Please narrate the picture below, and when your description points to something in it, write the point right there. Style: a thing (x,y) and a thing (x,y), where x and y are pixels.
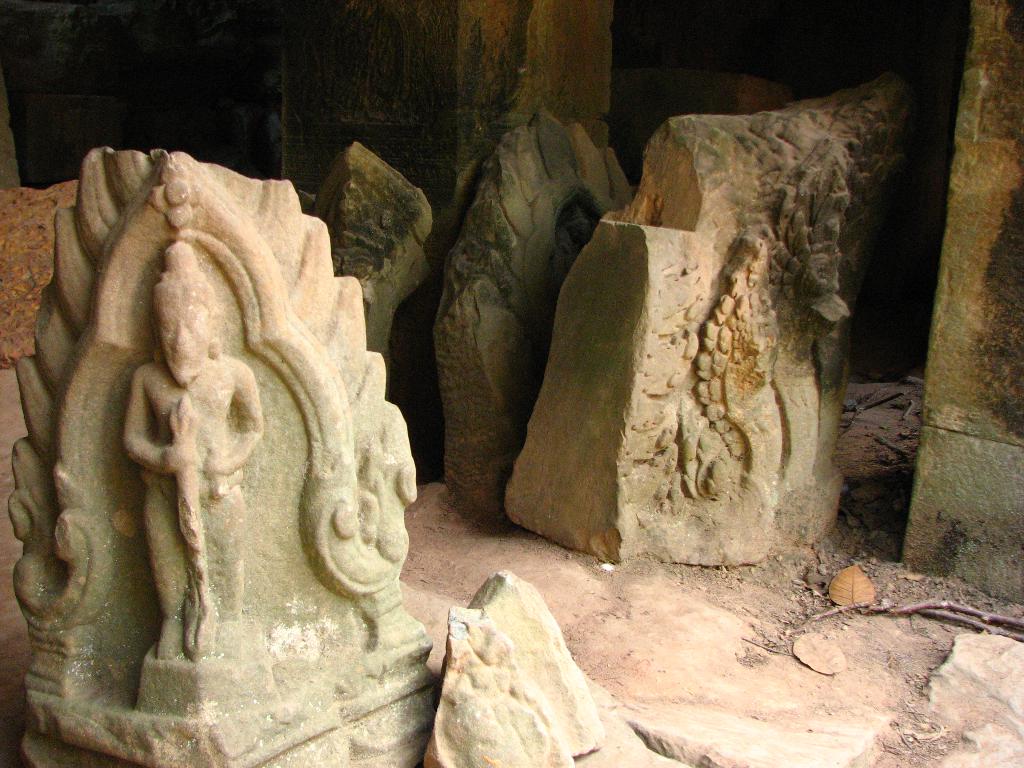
In this image there are few artifacts (383,414) on the stone (355,214) and pillars (987,494) on the surface (778,662).
